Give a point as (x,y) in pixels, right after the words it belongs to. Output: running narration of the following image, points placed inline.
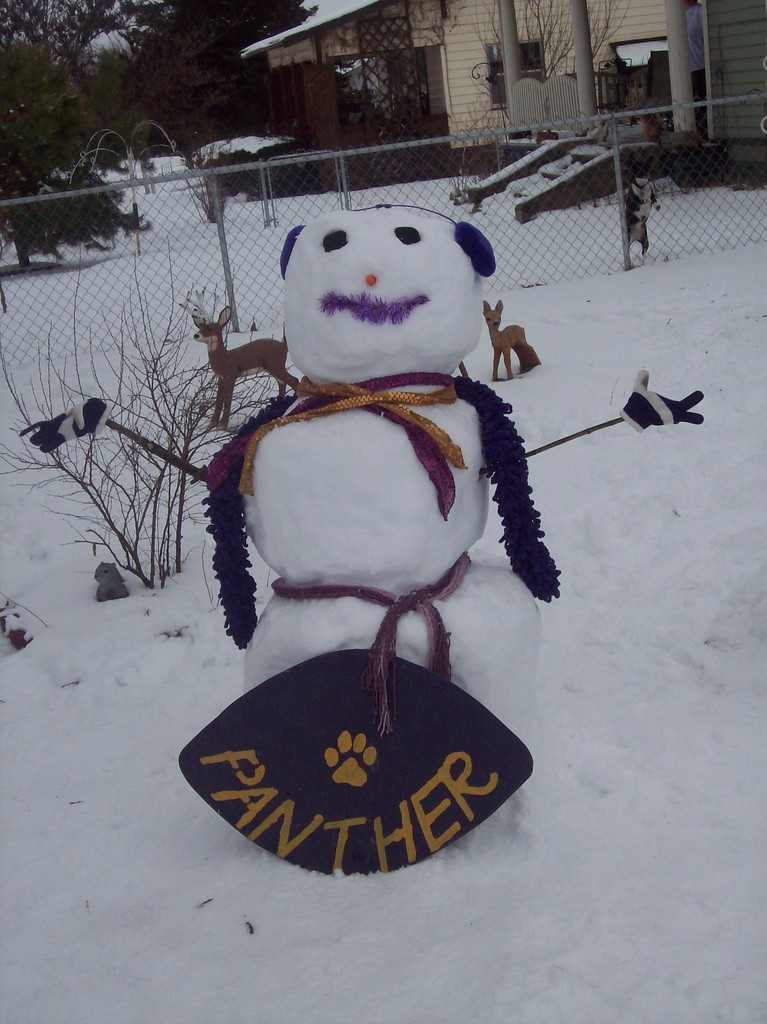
In the middle of the picture (395,454), we see snowman (330,489) and in front of it, it is written as "Panther". Behind that, we see a tree (192,379) and a toy deer (229,367). Behind that, we see a fence (436,155) and we even see a building (448,121). There are many trees (123,156) in the background (22,129). At the bottom of the picture (452,872), we see the ice (552,909).
